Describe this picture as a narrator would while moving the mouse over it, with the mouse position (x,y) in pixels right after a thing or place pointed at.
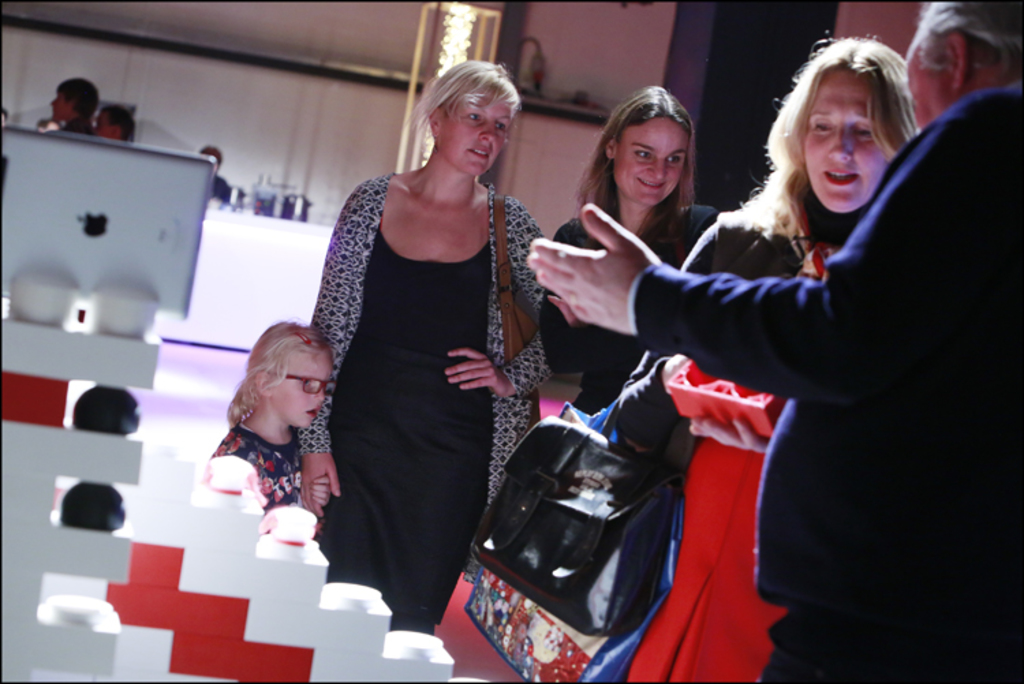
In this picture we can see a group of people (797,443), one woman (330,303) is wearing a bag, another woman (754,497) is carrying bags (573,411), here we can see a wall (654,81), pillar (749,10) and some objects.
